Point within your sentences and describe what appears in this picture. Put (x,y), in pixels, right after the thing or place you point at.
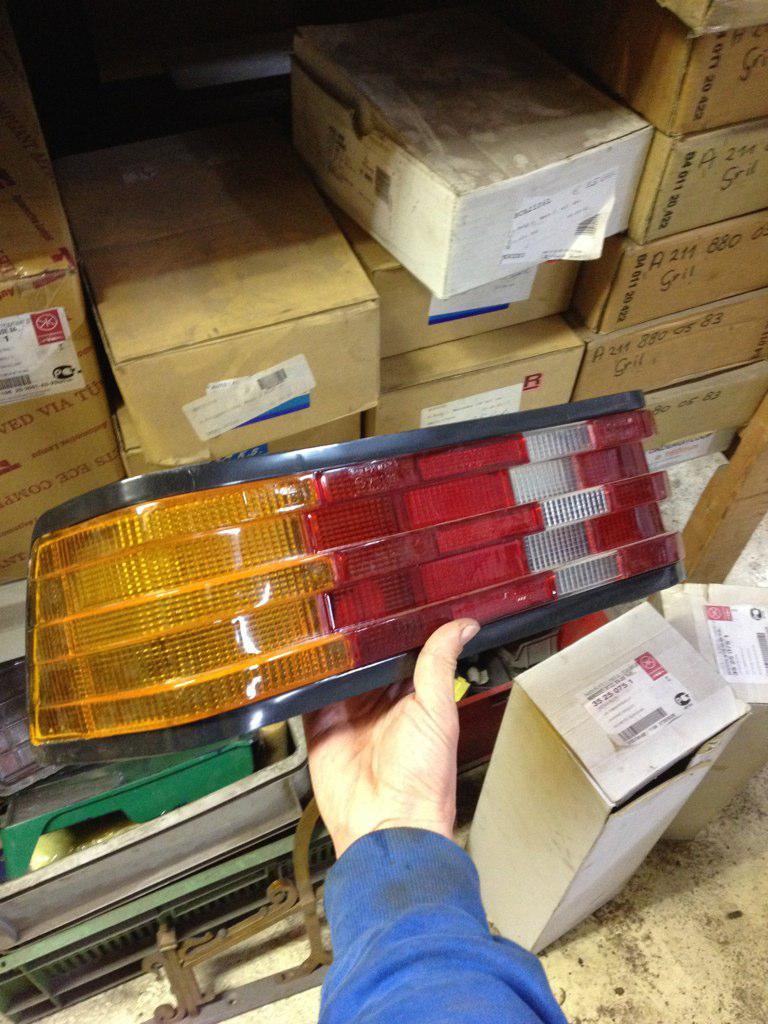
In this image we can see cardboard cartons (213,457) arranged in the shelves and on the floor (659,873) and a person (378,700) holding electric lights (346,517) in the hands (363,704).
